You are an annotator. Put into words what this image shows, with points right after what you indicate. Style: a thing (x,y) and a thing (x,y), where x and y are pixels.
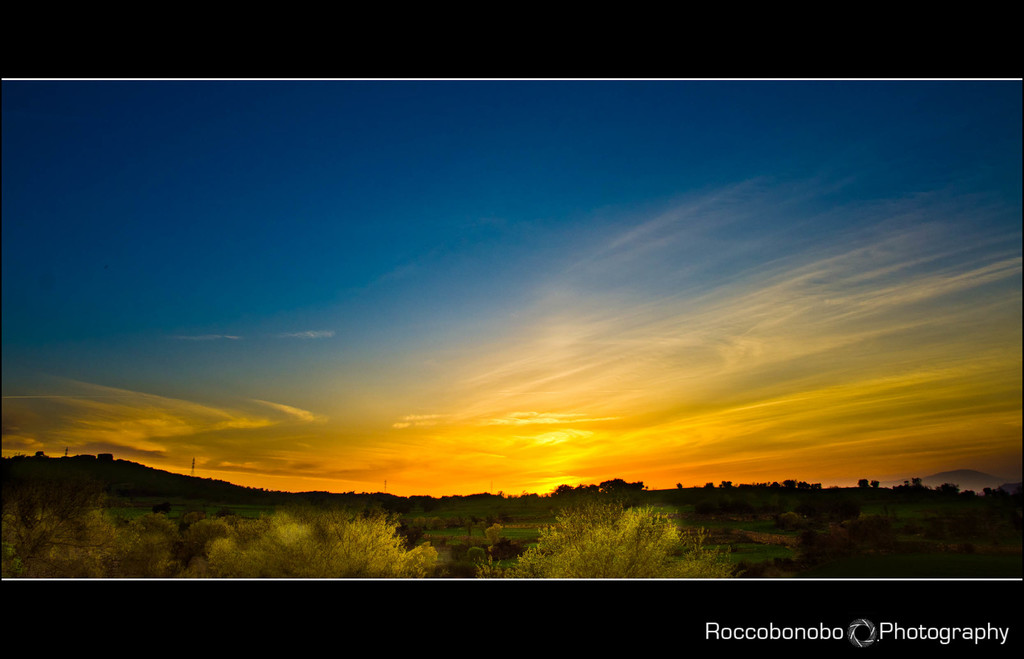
In this image I can see the picture in which I can see few trees (300,524) which are green in color, the ground (711,529), few mountains (922,477) and the sky (517,306) in the background (512,300) which is blue, yellow and orange in color.
